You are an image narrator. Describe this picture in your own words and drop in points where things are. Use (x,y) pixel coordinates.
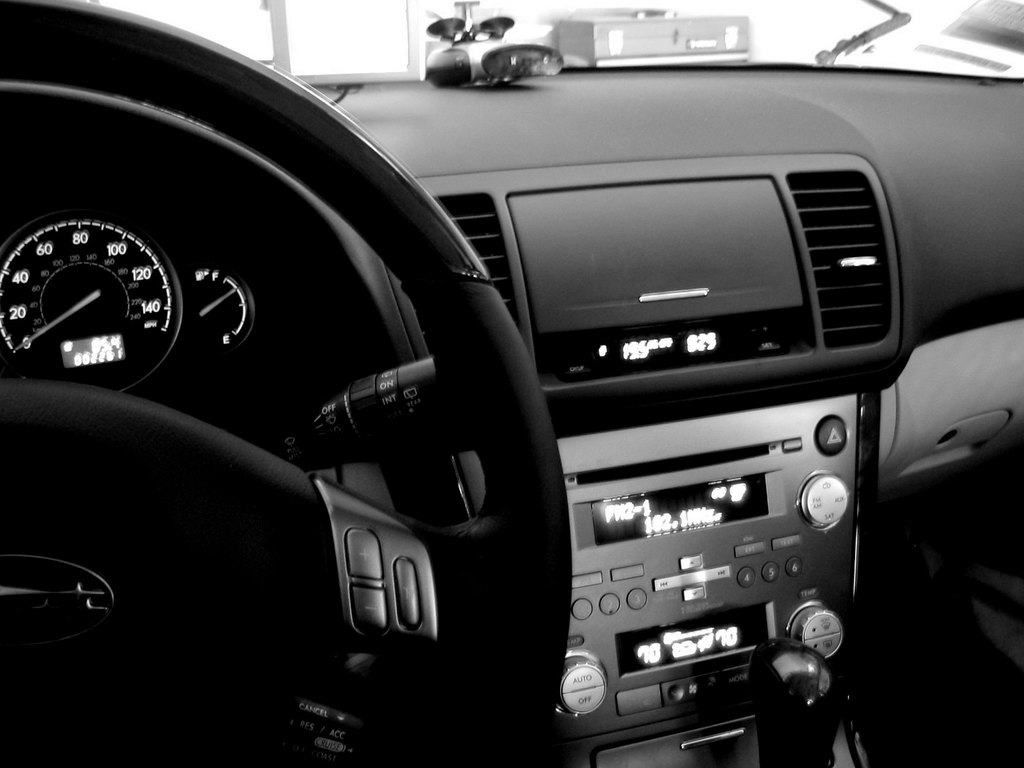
This is a black and white image, in this image there is a dashboard (929,422) of a car (570,121).
